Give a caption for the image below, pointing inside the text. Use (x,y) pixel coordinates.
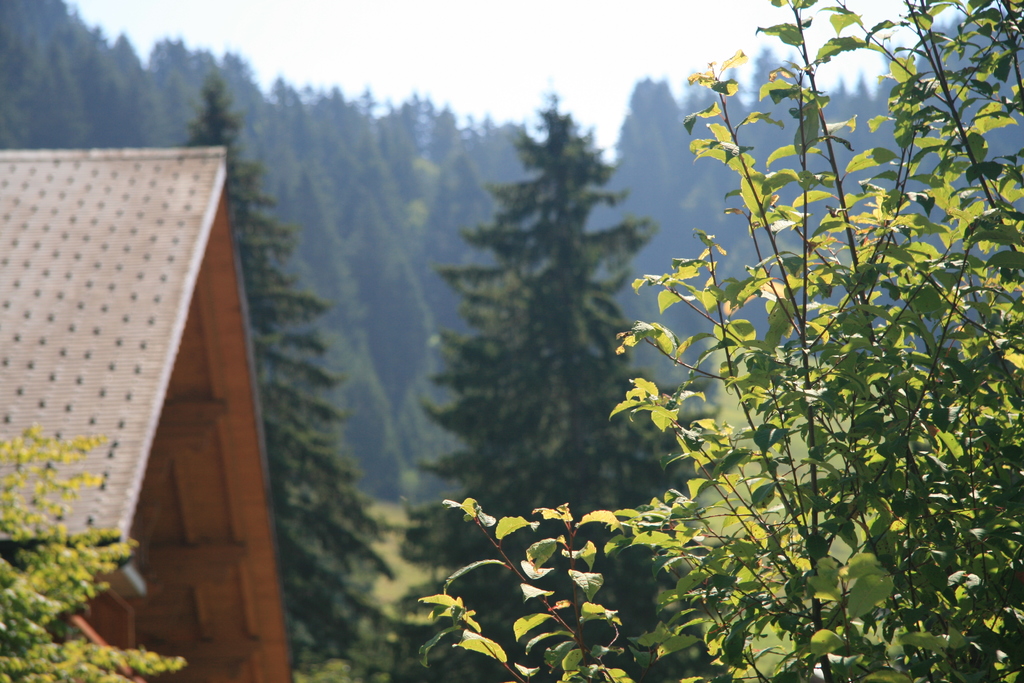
In this image we can see sky (424,62), house (193,381), trees (407,353) and plants (774,555).
